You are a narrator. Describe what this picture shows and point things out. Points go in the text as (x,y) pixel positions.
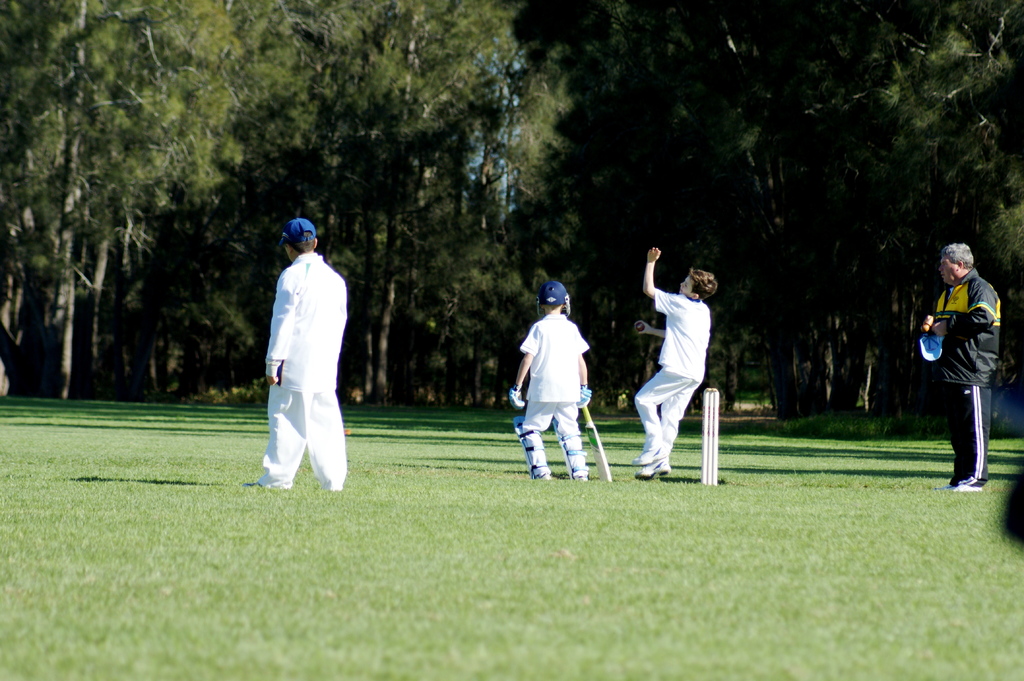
In this image there is a boy (544,400) wearing a helmet (545,294). He is holding a bat (590,443). He is standing on the grassland (740,452) having stumps (707,449). Beside him there is a boy (697,358) holding a ball (642,330). Right side there is a person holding a cap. He is standing on the grassland (922,531). Left side (295,401) there is a person (293,274) wearing a cap (301,232). Background (48,294) there are trees (269,253) on the grassland (872,431).
